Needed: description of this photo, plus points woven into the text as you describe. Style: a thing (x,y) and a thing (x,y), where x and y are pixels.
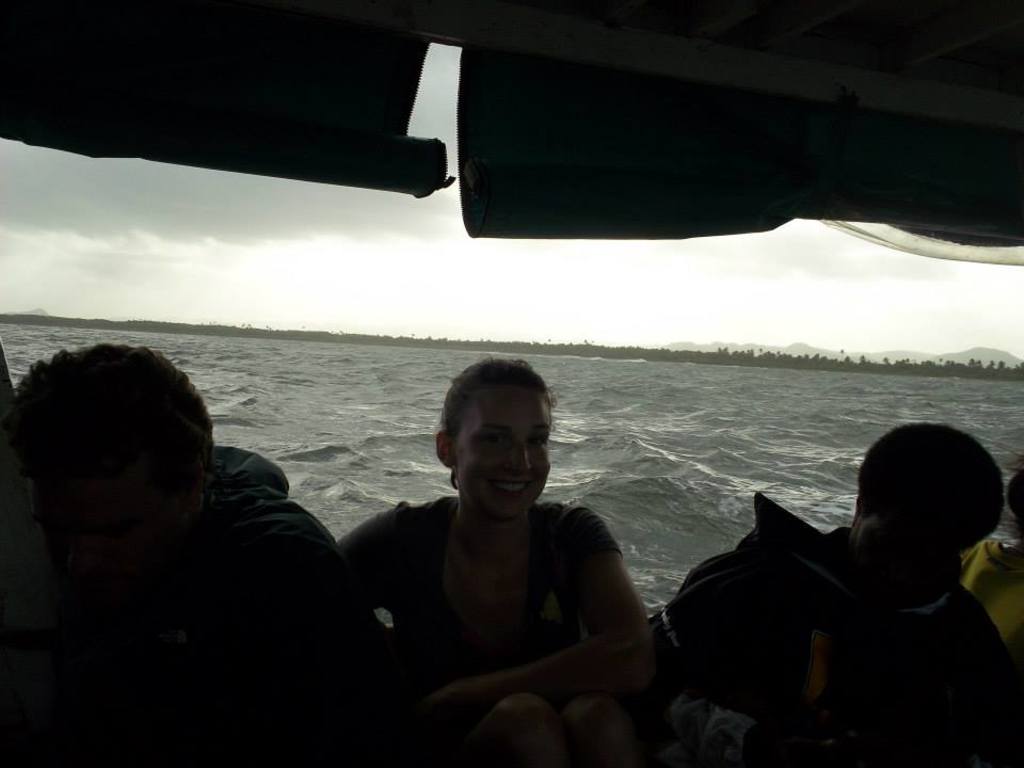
In this picture there are some people (473,643) sitting in the boat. There were men (87,541) and women (487,568) in this boat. In the background (393,356) there is an ocean (405,407). We can observe trees (817,364), hills (763,347) and a sky (275,240) with some clouds (264,233).
